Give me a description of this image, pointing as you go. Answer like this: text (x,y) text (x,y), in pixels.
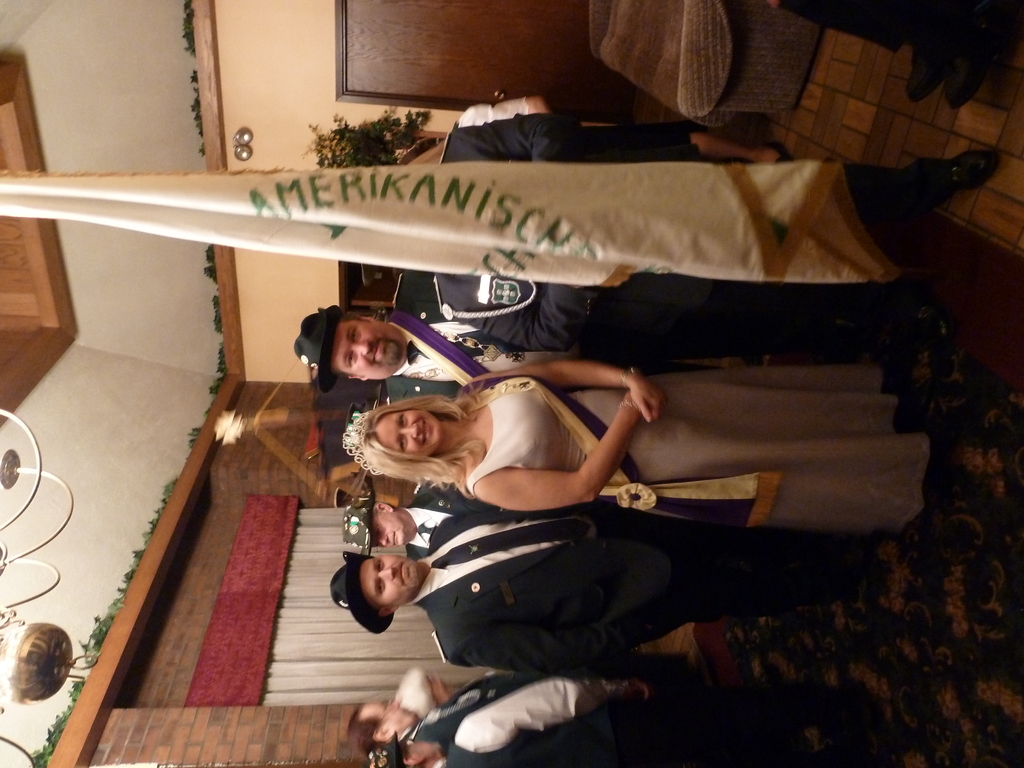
In the image there are few people (460,560) standing on the floor (973,572). In front of them there is a flag (550,212). At the top of the image (755,52) there is a sofa chair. Behind that there is a wall (326,298) with door (574,19). And in the background (196,464) there is a wall (207,450) with curtains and there are some other things (54,637).
